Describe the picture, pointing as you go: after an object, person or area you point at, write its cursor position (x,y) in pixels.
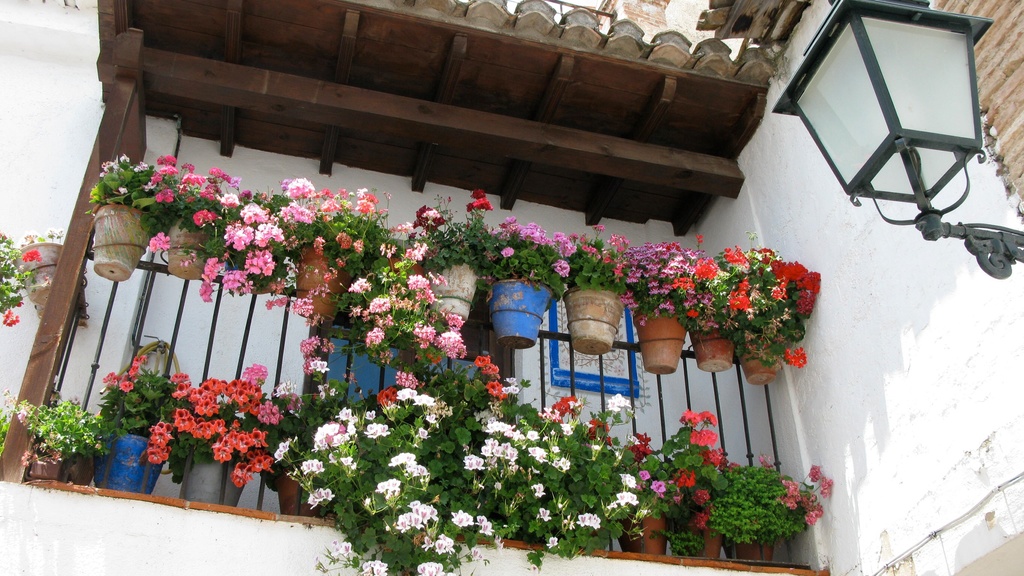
In this image we can see a building (612,208) with a roof (478,134), wall (800,220) and a street lamp (985,260). We can also see some plants (240,291) with flowers (328,218) in a pot (323,316) which are kept on the railing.
